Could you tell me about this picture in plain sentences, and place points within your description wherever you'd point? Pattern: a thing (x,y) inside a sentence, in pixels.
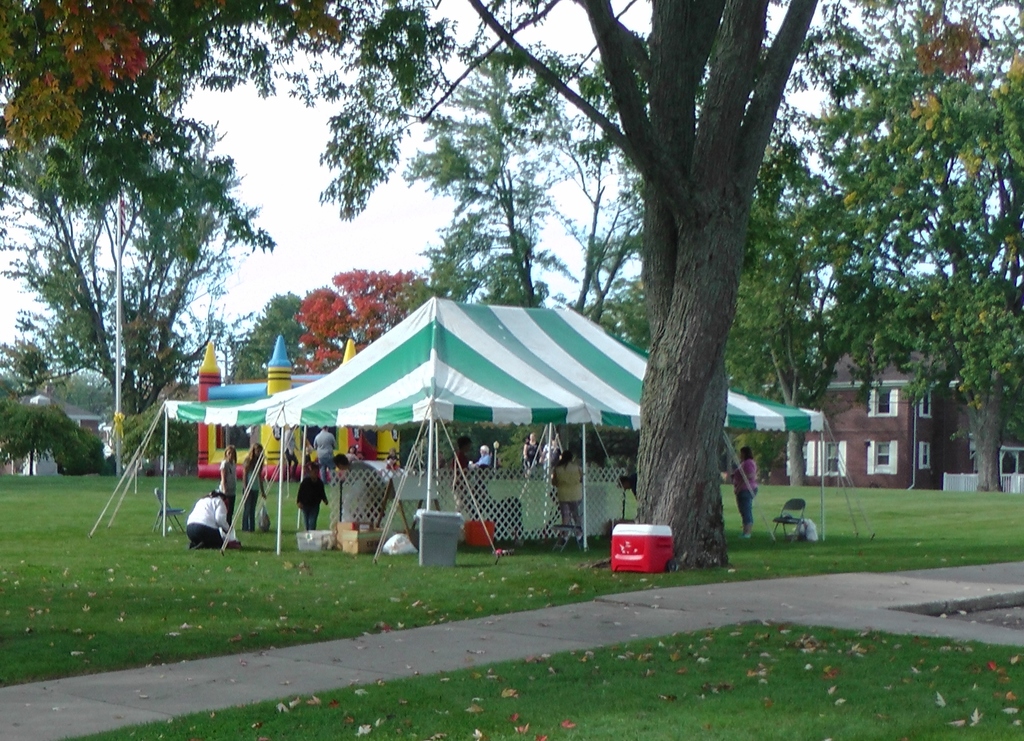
In this image, we can see trees (675,239), buildings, people (320,445), a tent (368,406), a flag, some poles (118,440), chairs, boxes (360,550) and there are some other objects (377,448) and we can see a fence (955,484). At the top (274,164), there is sky (286,199) and at the bottom (233,663), there is ground (191,656).
